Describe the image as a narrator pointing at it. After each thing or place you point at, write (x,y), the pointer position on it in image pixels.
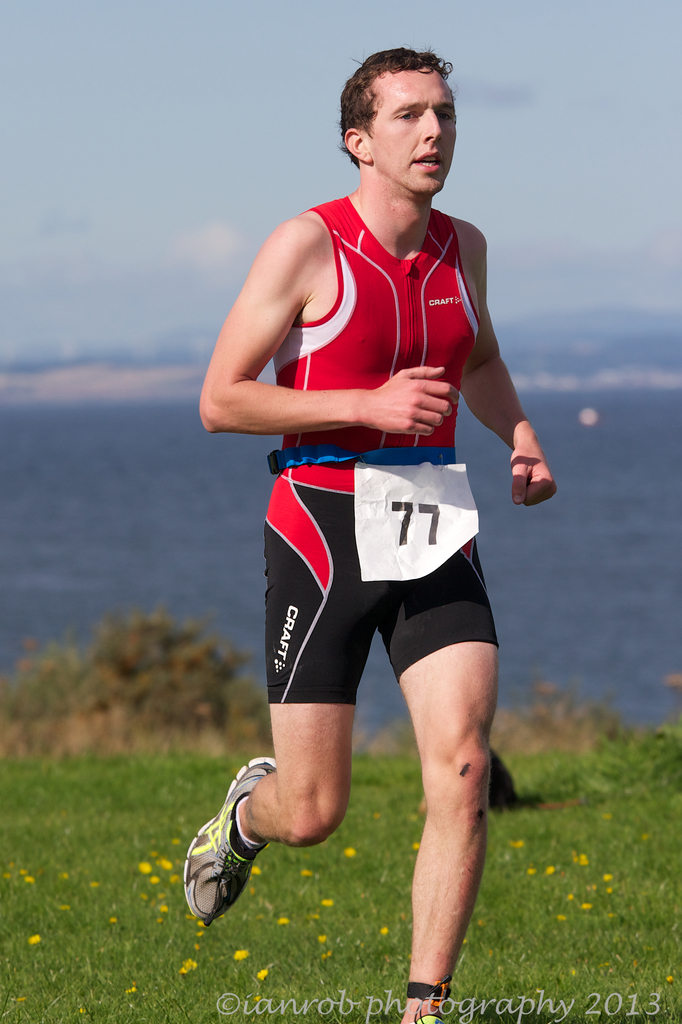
This picture shows a man (354,639) running and we see a paper (419,526) with a number (401,533) on it and we see grass (188,837) on the ground (557,950) and few plants (220,677) and water (34,408) and we see a cloudy sky (356,185) and we see watermark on the bottom of the picture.
